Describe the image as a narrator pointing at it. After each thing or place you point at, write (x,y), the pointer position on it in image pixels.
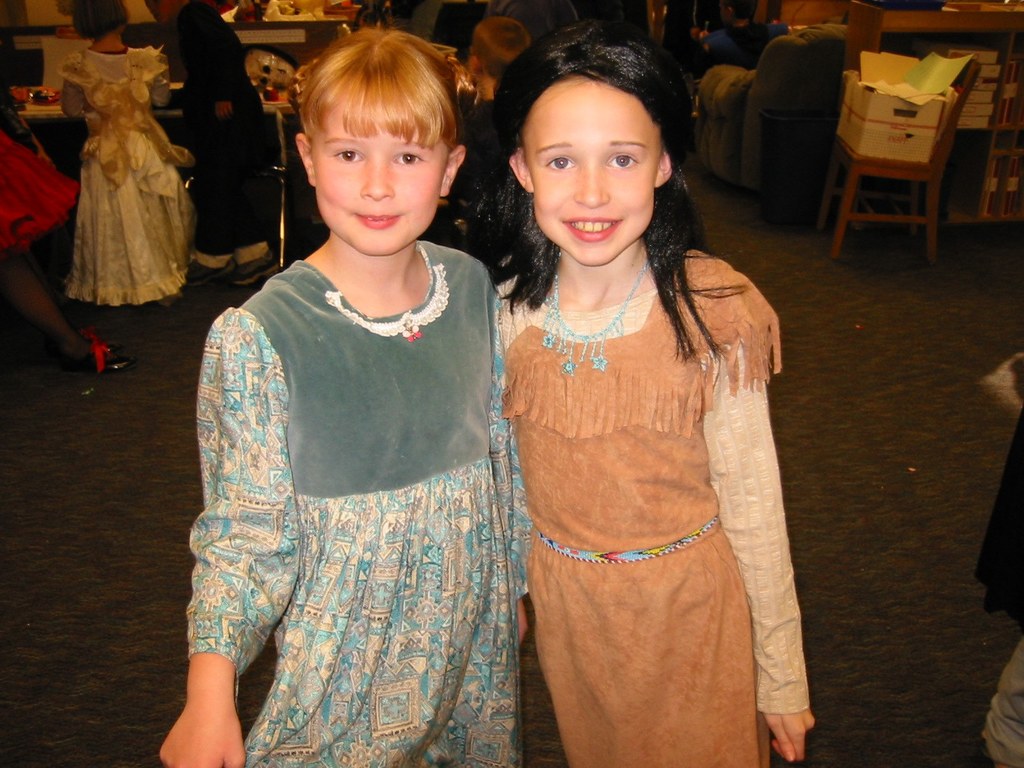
In the center (449,313) we can see two girls (443,409) they were standing and they were laughing which we can see on their face (328,219). And coming to the background (230,57) some people (225,44) were standing and sitting. And there is a couch (792,108) and chair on the chair (924,175) there is a box (896,122).
